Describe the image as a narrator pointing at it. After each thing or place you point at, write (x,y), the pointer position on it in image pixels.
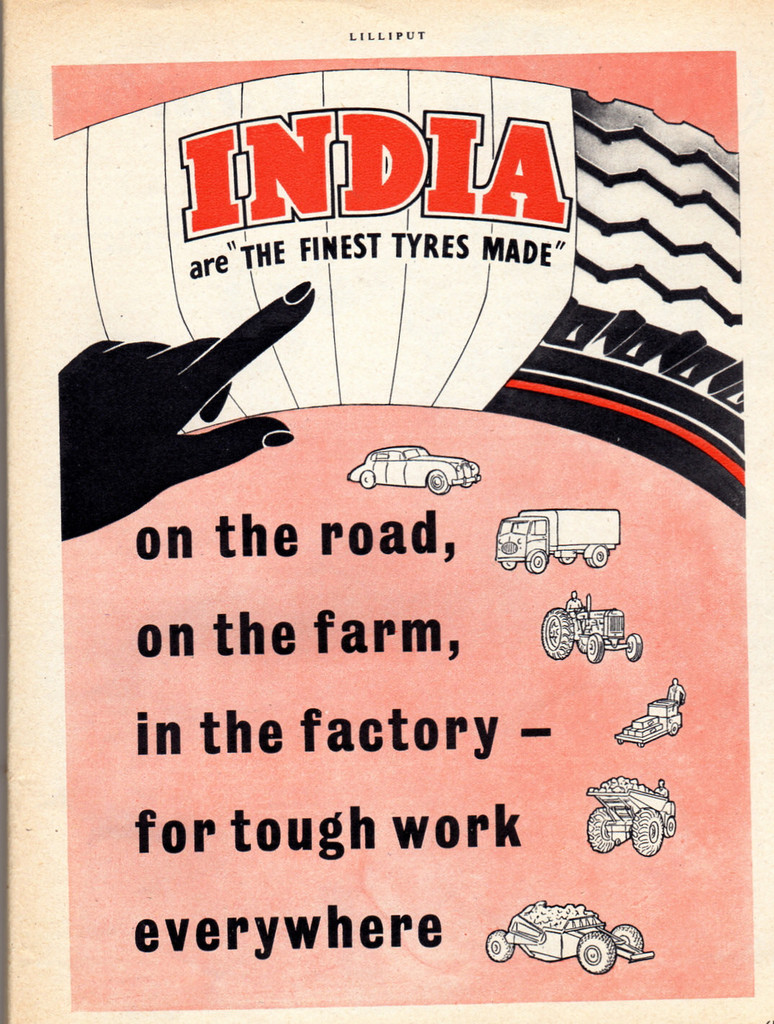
In this image I can see a poster (750,821). There are images of vehicles (535,524) on the right (548,534) and some matter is written on it.
